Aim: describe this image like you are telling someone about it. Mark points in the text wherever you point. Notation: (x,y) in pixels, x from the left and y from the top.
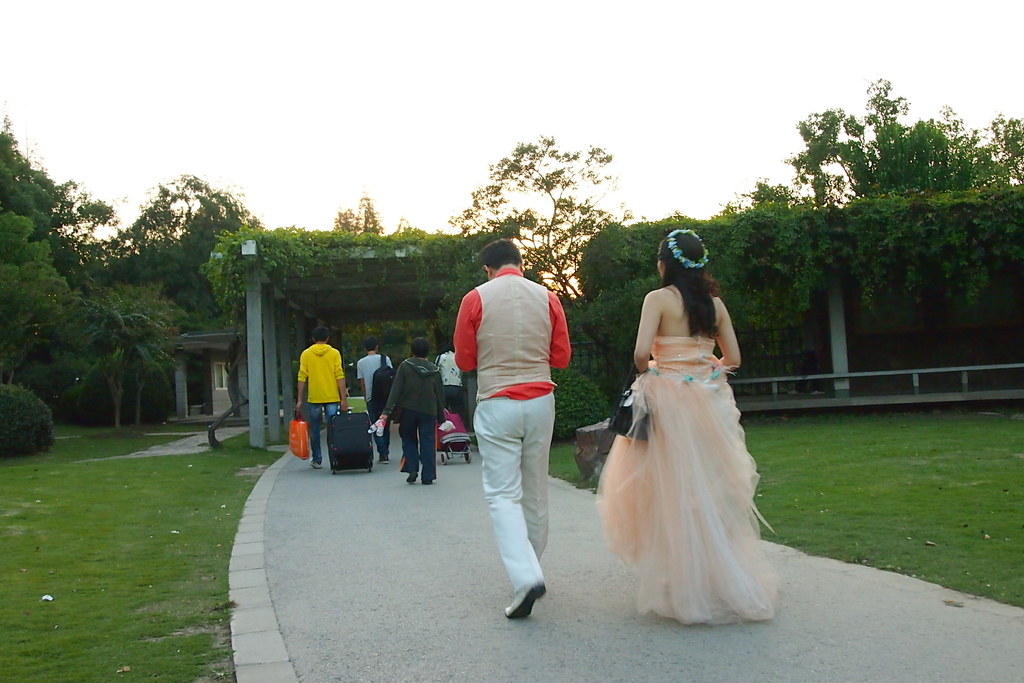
Here is the man (521,301) and woman (646,575) walking. I can see a group of people (414,442) holding bags (383,381) and pulling trolleys (350,427) on the pathway (392,466). These are the pillars (269,353) with creepers (283,272) on it. I can see the trees (339,215). This is the grass (902,479). I can see a house (215,382) with a window (215,381).
